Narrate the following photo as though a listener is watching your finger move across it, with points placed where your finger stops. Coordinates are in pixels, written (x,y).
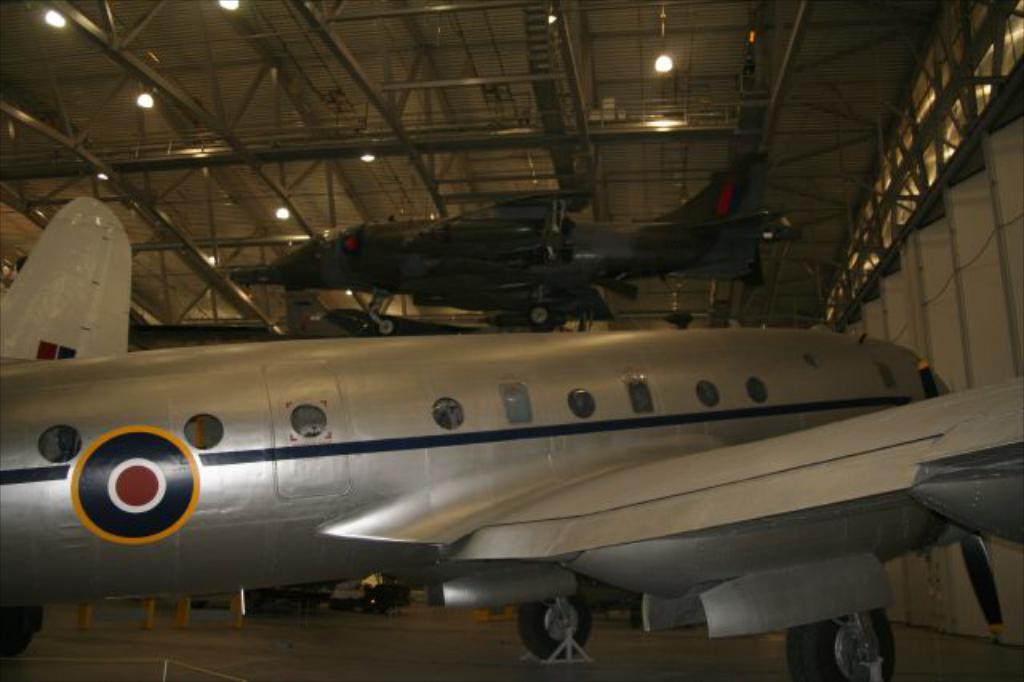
In this image, there are a few airplanes (278,518). We can see the ground (294,641) with some objects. We can also see the wall (1004,336). We can see the shed (687,160) with some lights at the top (571,123).
